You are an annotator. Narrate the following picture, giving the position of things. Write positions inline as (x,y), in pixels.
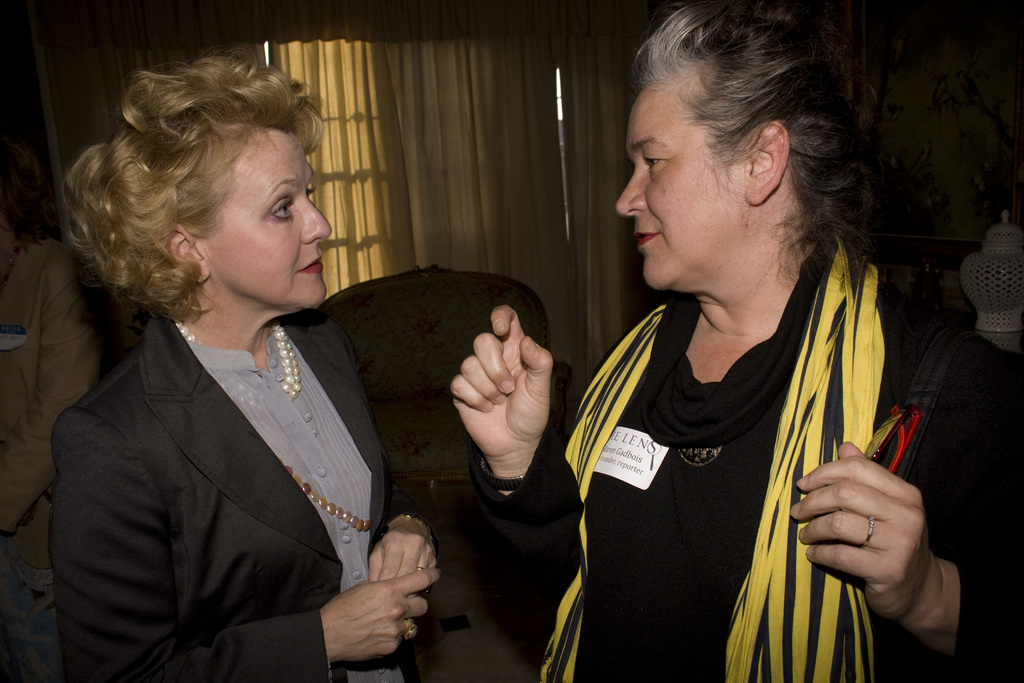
In this image we can see women (229,414), standing on the floor (424,496). In the background (69,285) we can see chairs (440,407), person (38,253), window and curtain (302,78).
